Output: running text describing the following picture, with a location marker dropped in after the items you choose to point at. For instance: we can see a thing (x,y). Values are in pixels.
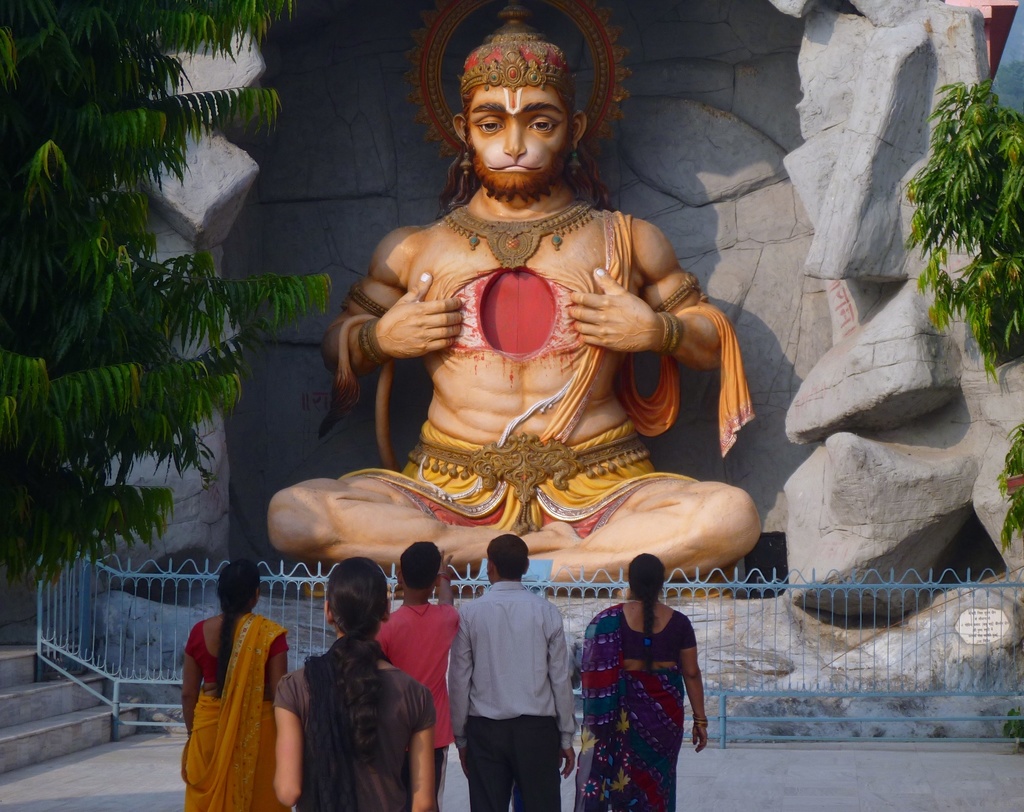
In this image we can see a statue (530,261). There are few people (437,644). Also there is a railing (215,572). There are steps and trees (968,229). In the background (830,109) there is a wall (828,303) with rocks (828,303).
